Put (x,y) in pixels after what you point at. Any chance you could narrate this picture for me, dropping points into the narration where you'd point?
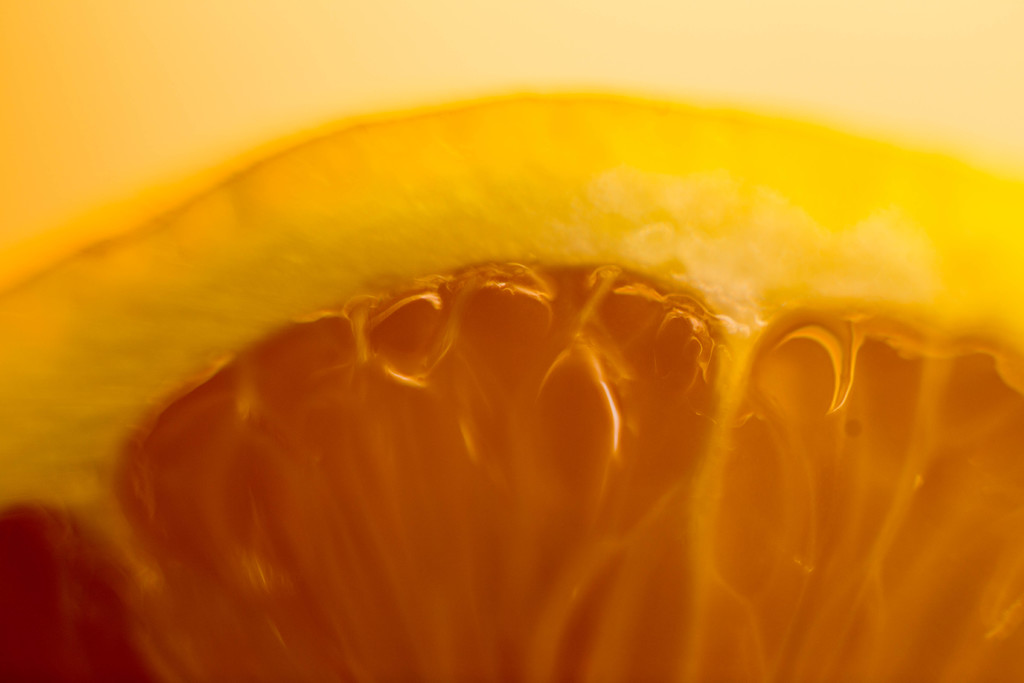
In this image I can see an orange and yellow colour thing (403,207).
